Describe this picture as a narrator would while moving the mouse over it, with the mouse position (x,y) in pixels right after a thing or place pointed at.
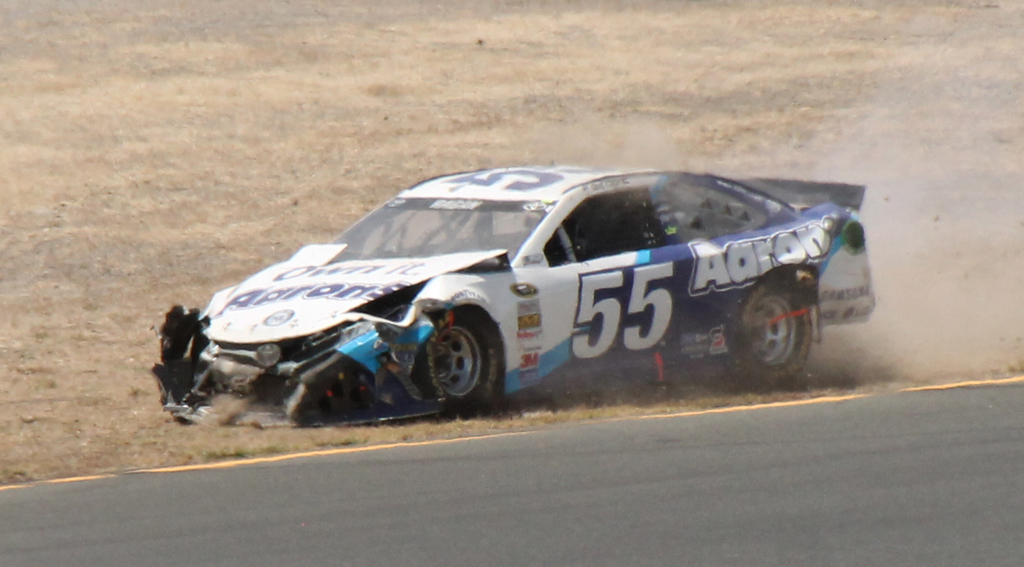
This image is taken outdoors. At the bottom of the image (258,524) there is a road (632,486). In the middle of the image (445,352) a car (640,348) is moving on the ground (137,419).
